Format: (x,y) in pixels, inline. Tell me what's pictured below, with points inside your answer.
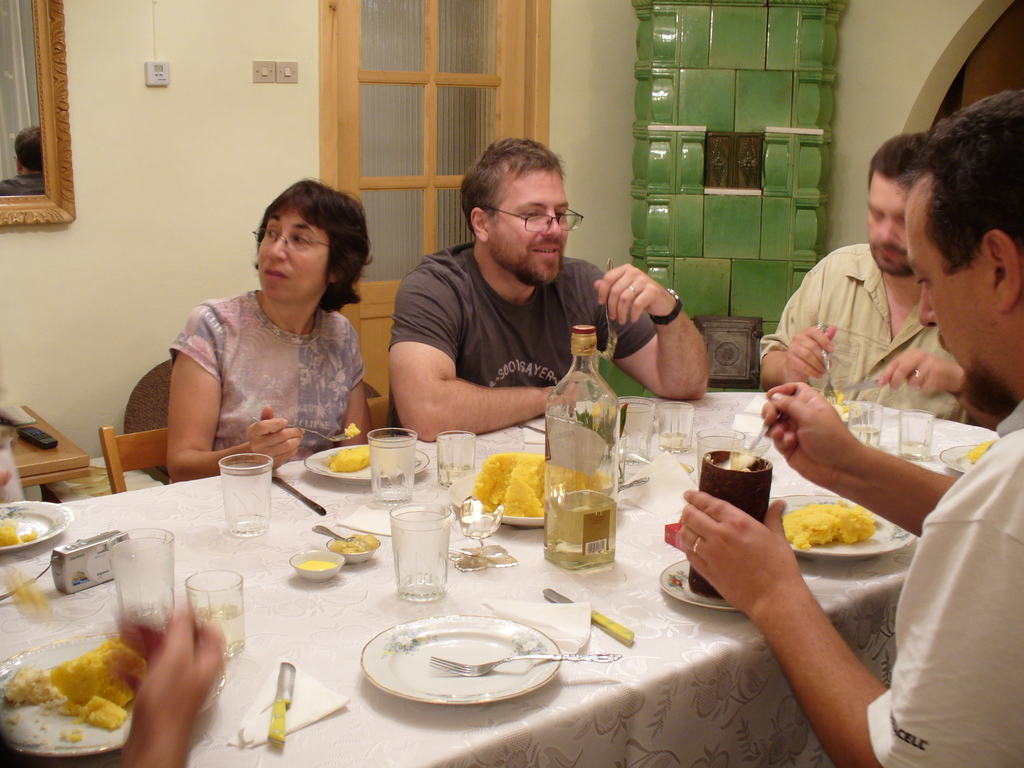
This picture shows few glasses (388,502), bottle (551,499) and food (526,473) in the plates (2,512) and we see knives (627,637), Forks (583,661) and a camera (110,560) on the table (629,650) and we see a man (774,559) holding a cup (749,496) and a spoon (761,432) in another hand (801,402) and we see few people (785,634) seated on the chairs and we see a door (407,166) and a photo frame (40,161) on the wall (69,265).
